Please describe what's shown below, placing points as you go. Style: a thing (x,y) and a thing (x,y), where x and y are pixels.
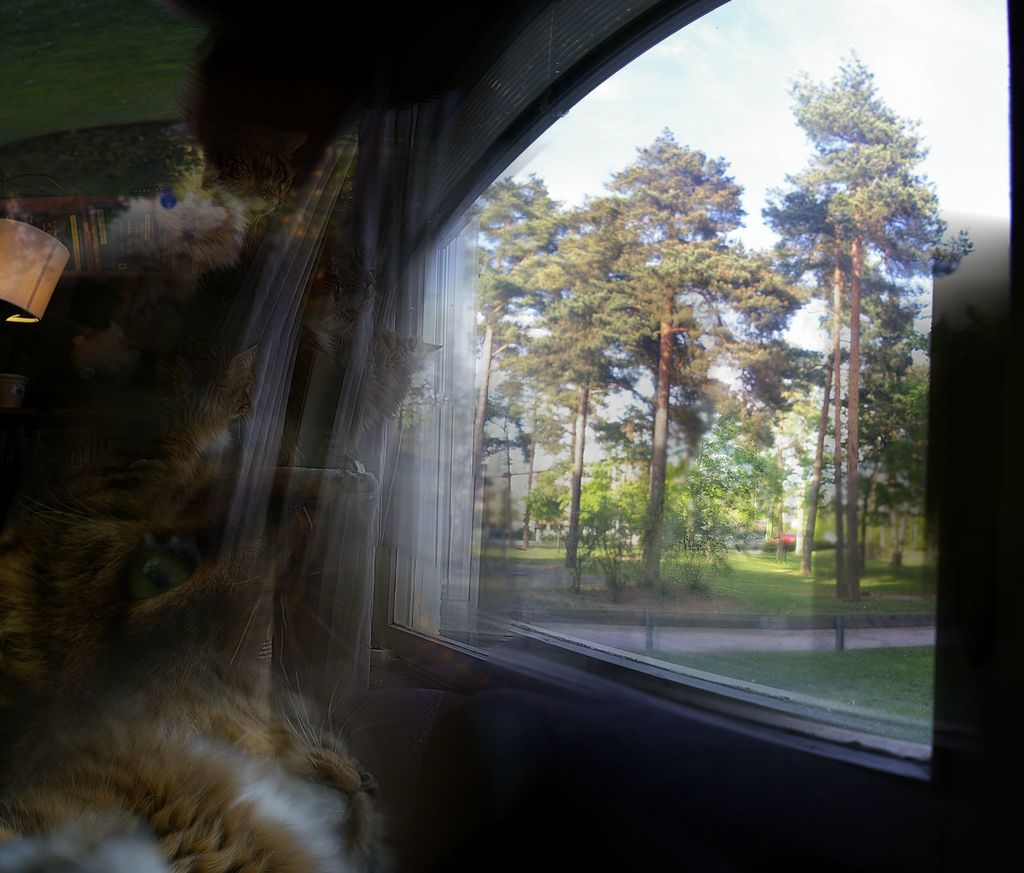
As we can see in the image there is a vehicle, trees (660,405), grass (867,660), building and sky (778,95).
